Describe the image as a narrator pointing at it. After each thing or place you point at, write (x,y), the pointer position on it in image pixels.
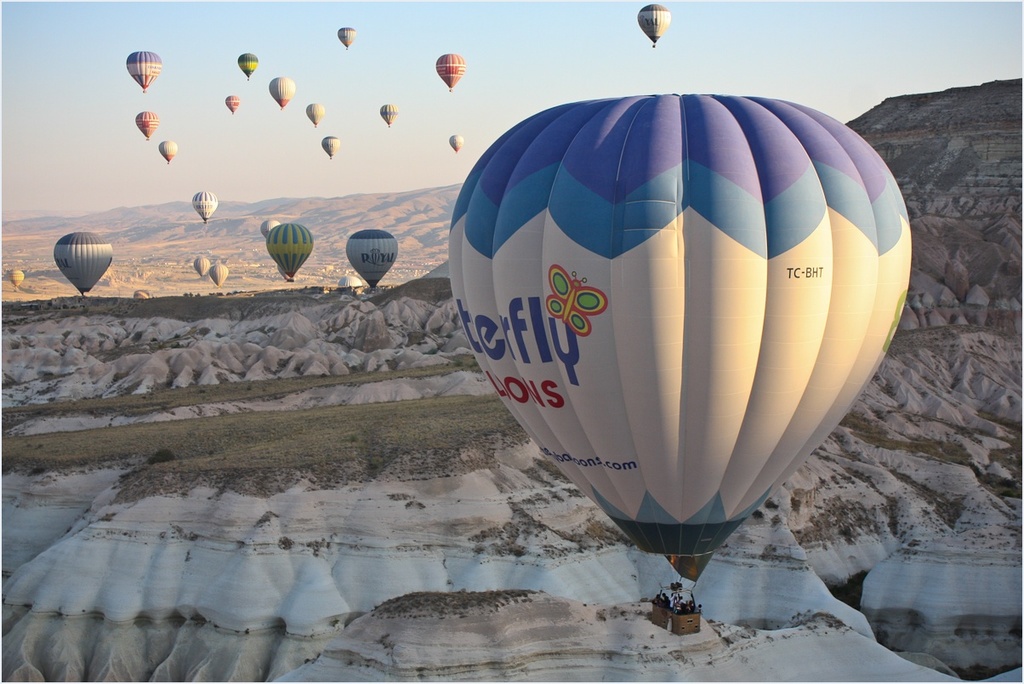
It seems like some people (664,603) are in the hot air balloons (733,207) and in the background (962,282), there are mountains (918,373).
